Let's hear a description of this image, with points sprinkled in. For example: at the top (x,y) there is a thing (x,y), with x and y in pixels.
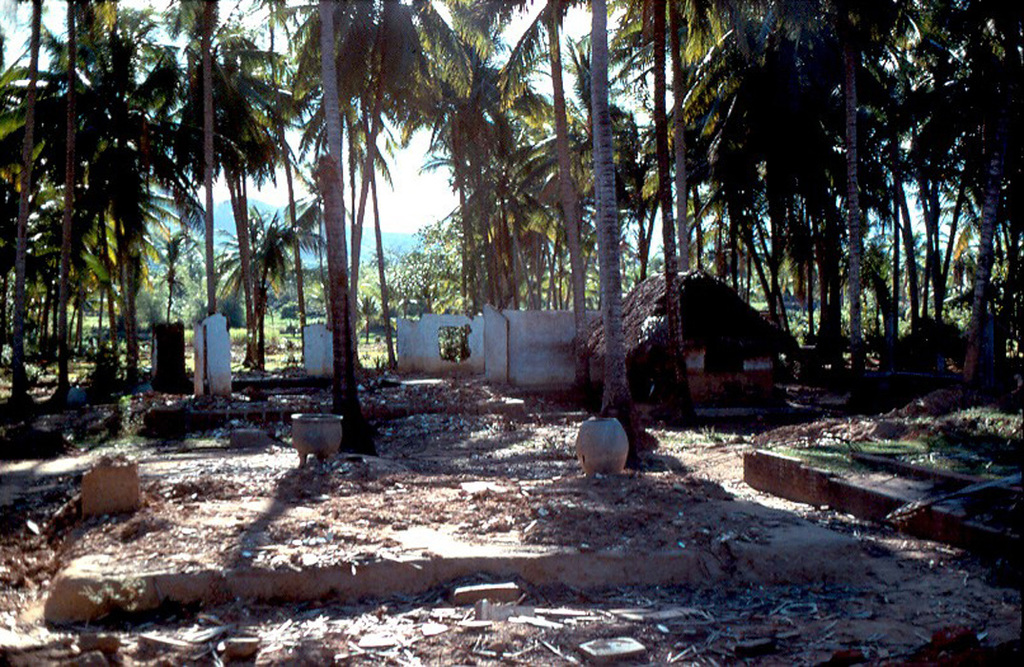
In the image I can see a hut (646,338), wall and some leaves (363,496) and other things (211,551) on the ground (622,540) and in the background (696,252) there are some trees (726,243) and plants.
